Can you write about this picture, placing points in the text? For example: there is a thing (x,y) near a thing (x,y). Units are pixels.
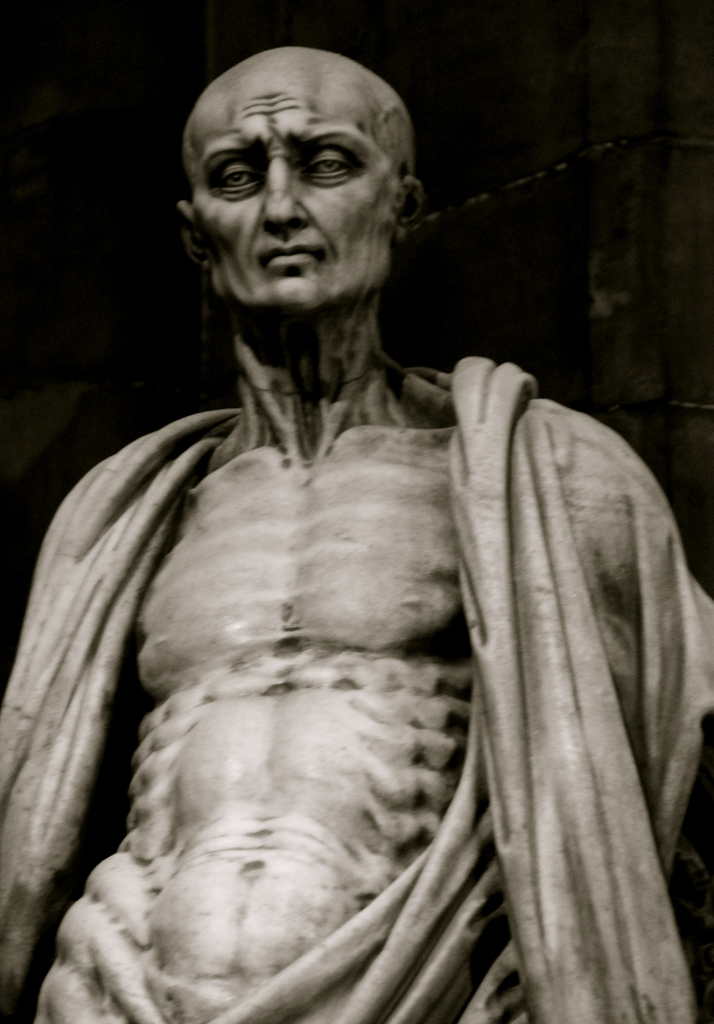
There is a sculpture (467,514) in the center of the image (240,535) and the background (41,329) is dark.
